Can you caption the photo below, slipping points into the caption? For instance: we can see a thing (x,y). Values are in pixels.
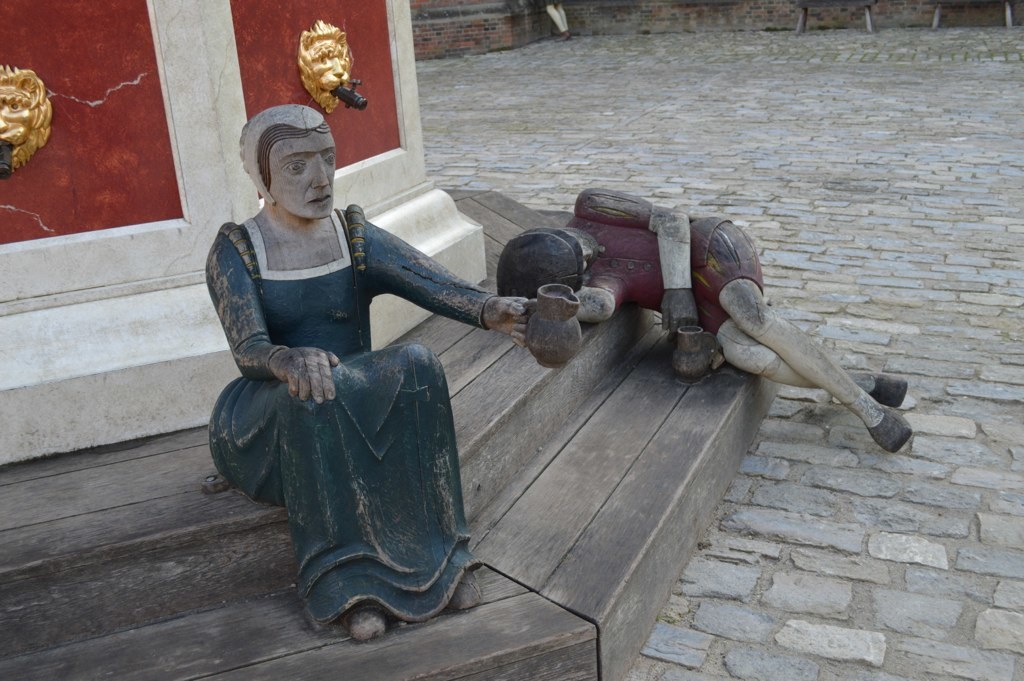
In this image in front there are two statues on the wooden platform (589,459). Behind them there is an art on the wall (138,253). At the bottom of the image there is a road (758,114). In the background of the image (895,6) there is a wall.
